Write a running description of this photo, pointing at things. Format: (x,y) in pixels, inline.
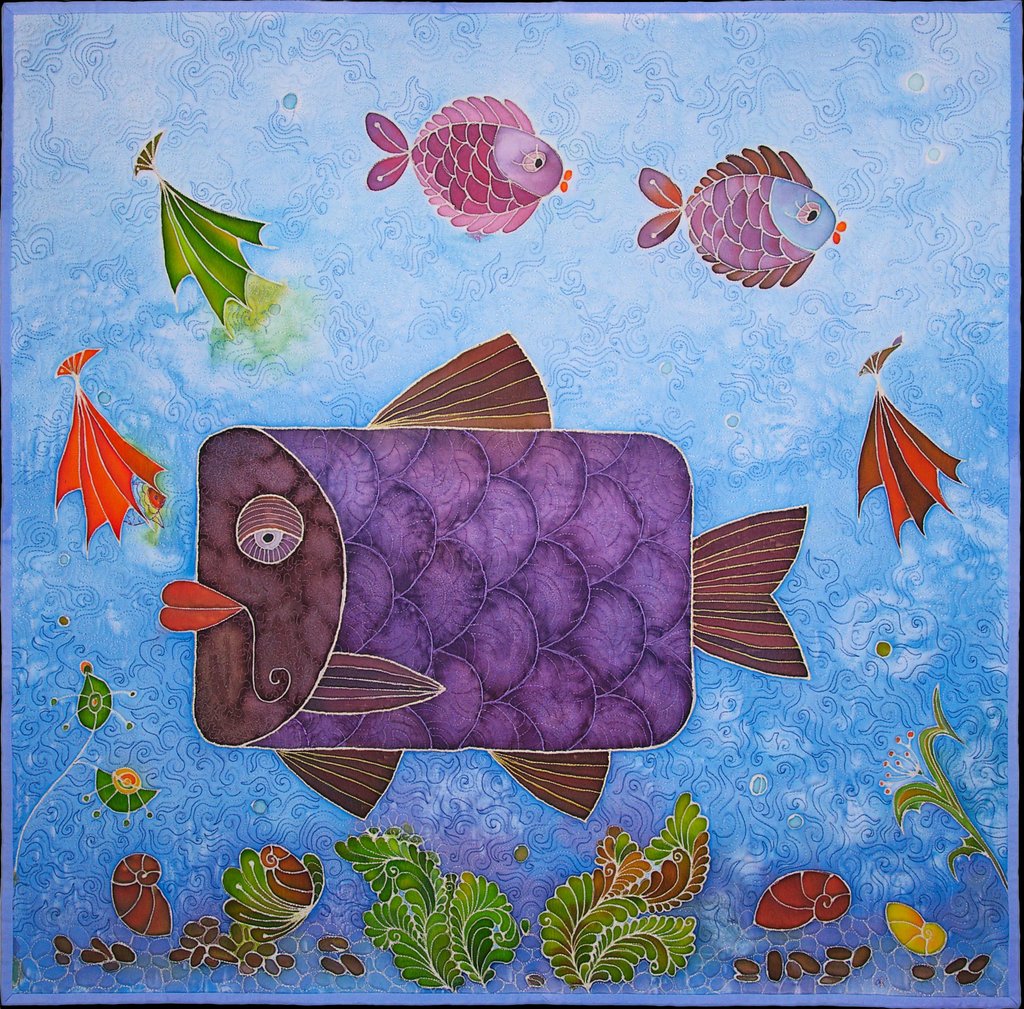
This is a painted poster, where we can see paintings (774,275) of fishes (347,637), plants (123,789), snail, and the water (549,333).
